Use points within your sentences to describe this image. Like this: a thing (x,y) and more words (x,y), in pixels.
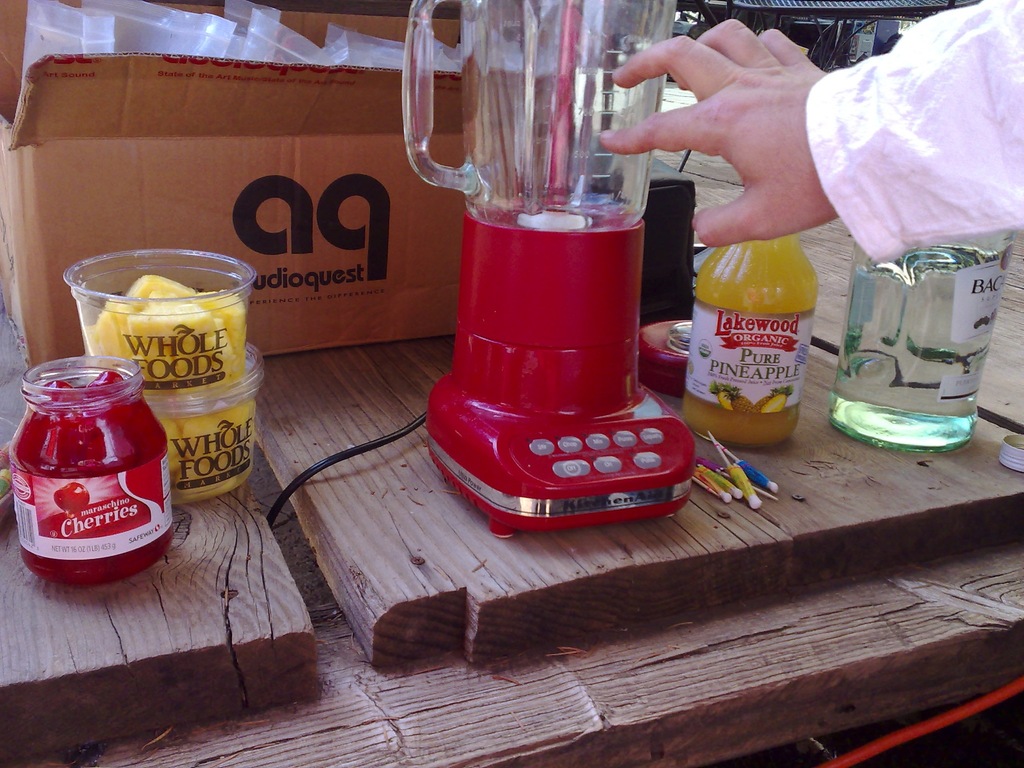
In the center (608,300) we can see mixer (570,313), In the left corner (121,514) we can see jar (126,499) named as "cherries". Beside it we can see some food (225,449) named as "whole food". And back of them there is a box (203,159) it is named as "Audio quest". And beside the mixer (626,284) there is a juice bottle (736,341) named as "Lakewood". And the right corner (923,351) we can see the liquor bottle (887,354). And on the top right side (812,116) we can see the human hand (807,170) holding the mixer (637,239).
